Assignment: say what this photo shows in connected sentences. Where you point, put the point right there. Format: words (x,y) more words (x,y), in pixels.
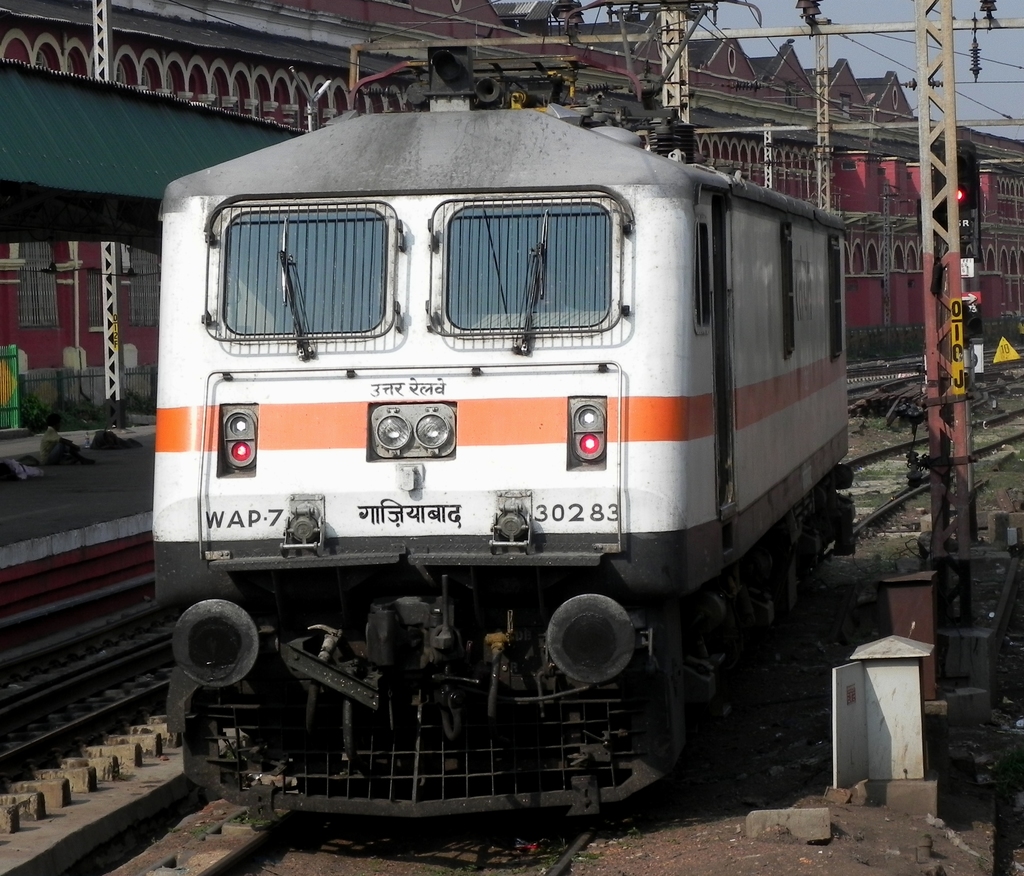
The image is taken in railway station (85,108). In the foreground of the picture (266,758) there are railway tracks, train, pole (962,488) and other objects (897,718). In the background (311,19) we can see current poles (927,59), cables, buildings (834,167) and sky (962,45). On the left (102,451) we can see platform (36,486).
